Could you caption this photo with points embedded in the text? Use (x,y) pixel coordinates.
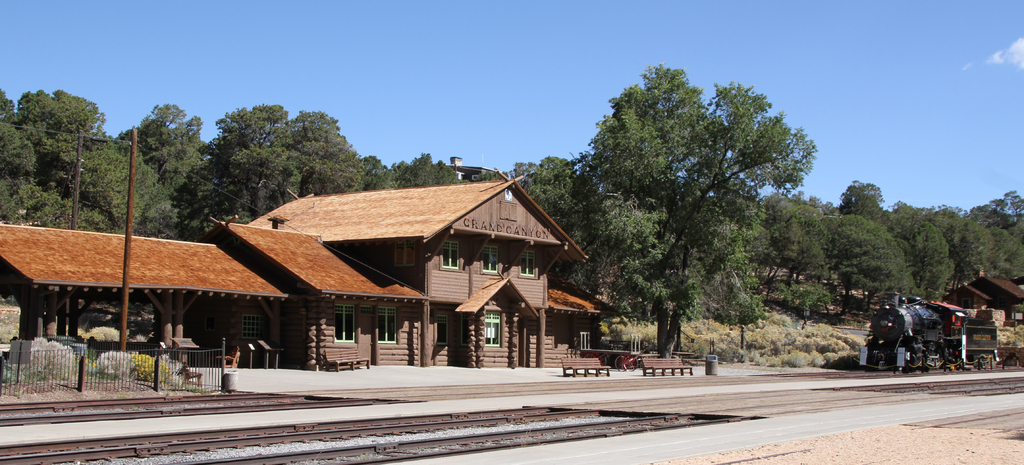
In this image there are houses (327,283), open-shed (86,274), pillars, railing (158,355), benches (598,362), train engine (955,315), trees (137,155), poles (132,195), plants (51,366), train tracks (117,401), sky (583,29) and objects (628,353).
